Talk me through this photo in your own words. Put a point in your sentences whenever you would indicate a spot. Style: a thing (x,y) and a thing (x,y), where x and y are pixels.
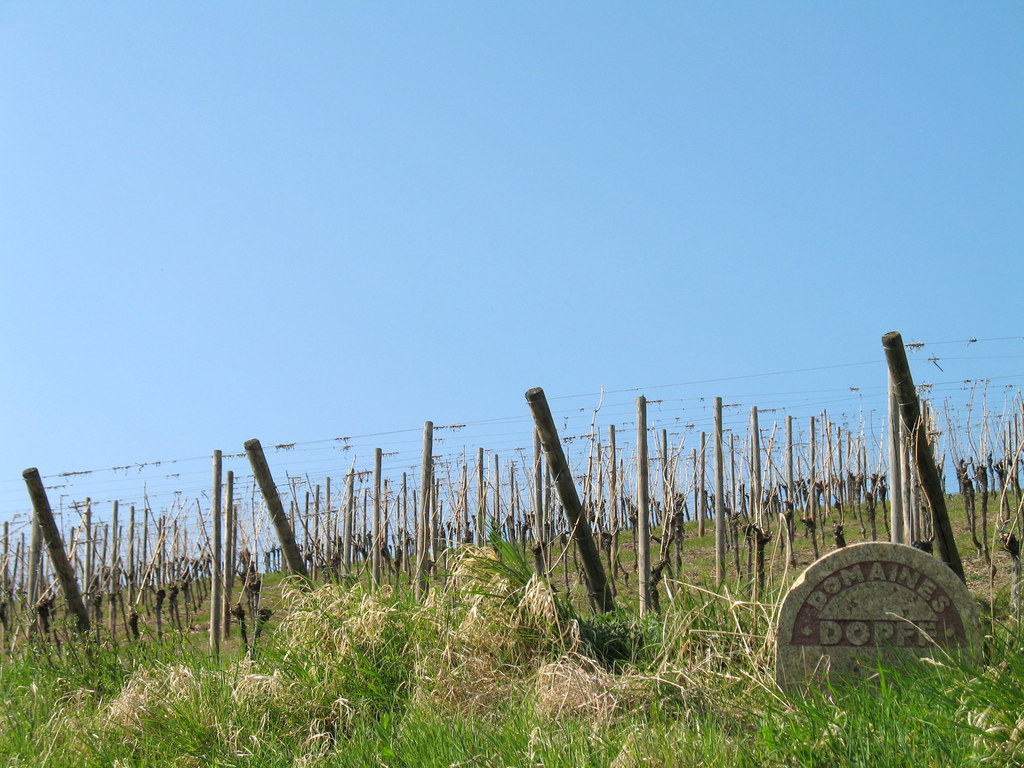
In the image we can see there are plants (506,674) and grass (394,682) on the ground (742,642). There are poles (477,512) on the ground (860,541) and there is clear sky (466,256).
